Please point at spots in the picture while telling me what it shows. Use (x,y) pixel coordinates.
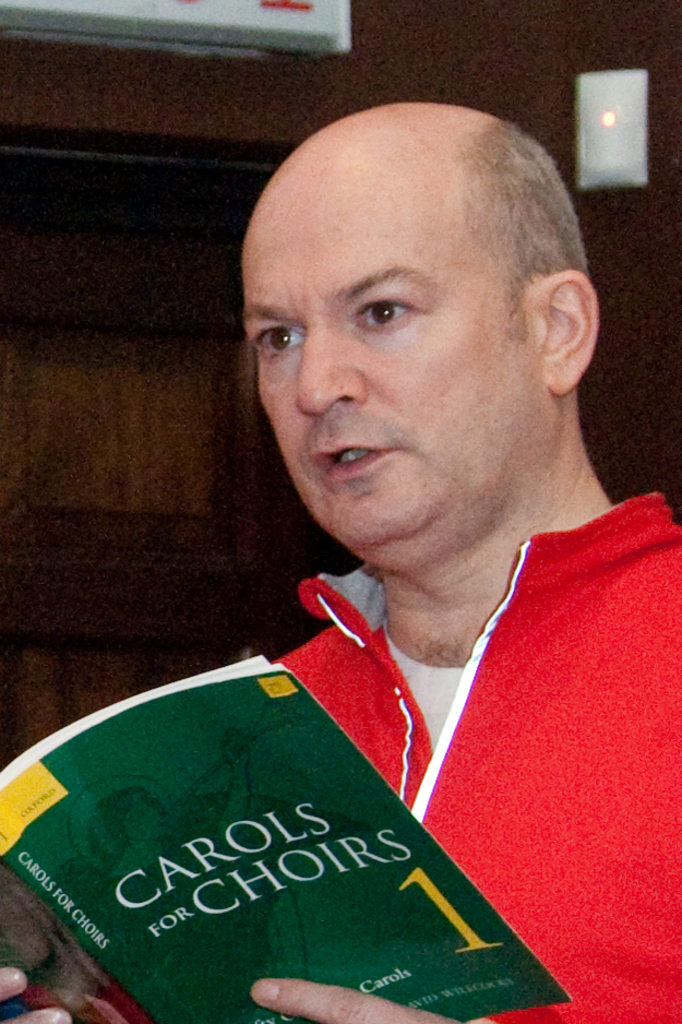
In this image I can see a person (372,515) wearing red and white colored jacket (557,760) is holding a book (269,771) in his hand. In the background (160,378) I can see the brown colored surface (172,365) and a white colored object (615,100).
